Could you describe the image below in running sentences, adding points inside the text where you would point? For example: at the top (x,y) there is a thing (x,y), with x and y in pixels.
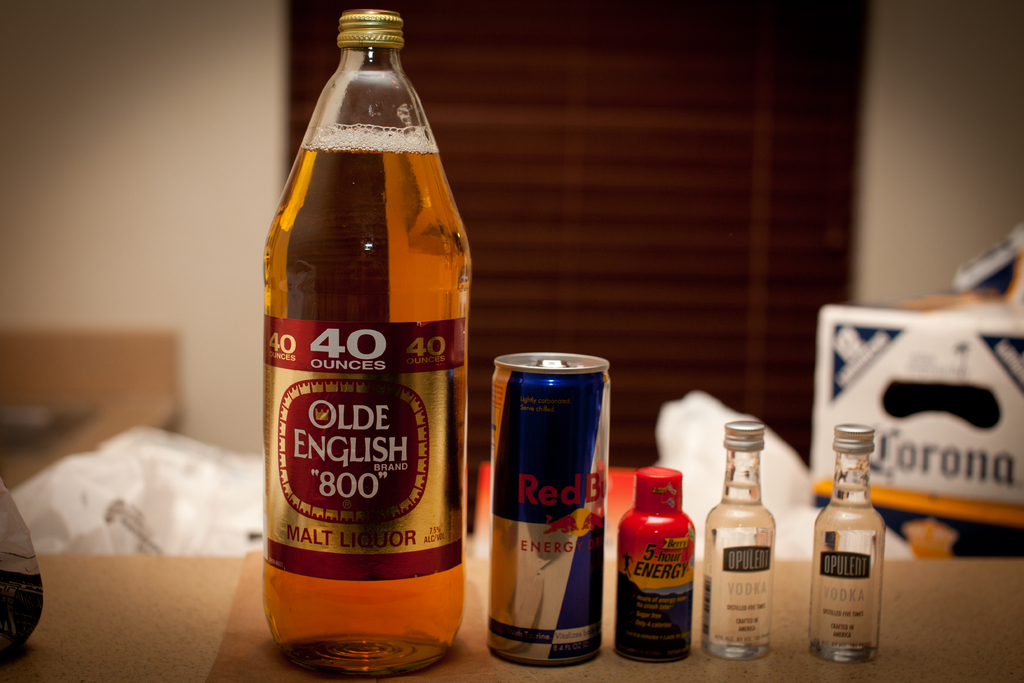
In this image there is a malt liquor bottle (328,529) in which drink (420,290) is there. Beside there is a drink can (542,446) and three bottles (819,536). Back to these, there is a cardboard box (871,380). Background (803,258) there is a wall (975,178) and a door (573,199).
